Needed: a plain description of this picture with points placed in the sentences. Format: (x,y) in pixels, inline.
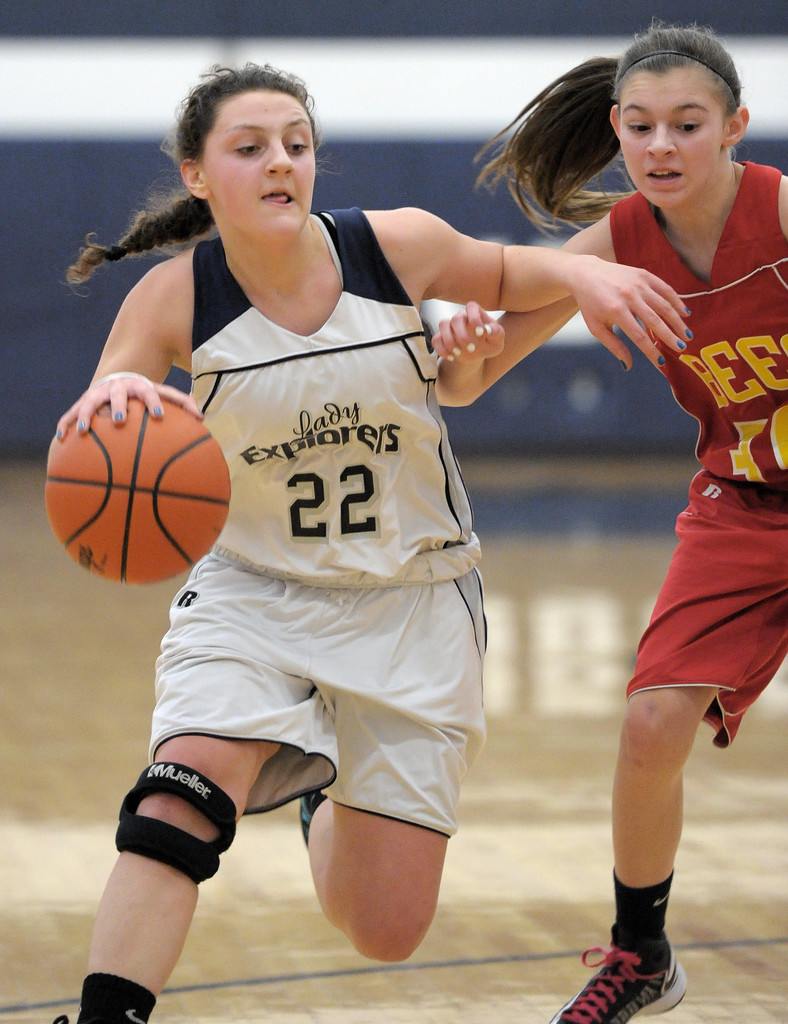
In this image I can see two persons (355,458) playing game. The person (432,532) in front (408,528) wearing white and black dress (432,532) and I can see a ball (137,450) in brown color and I can see blurred background (450,103).
